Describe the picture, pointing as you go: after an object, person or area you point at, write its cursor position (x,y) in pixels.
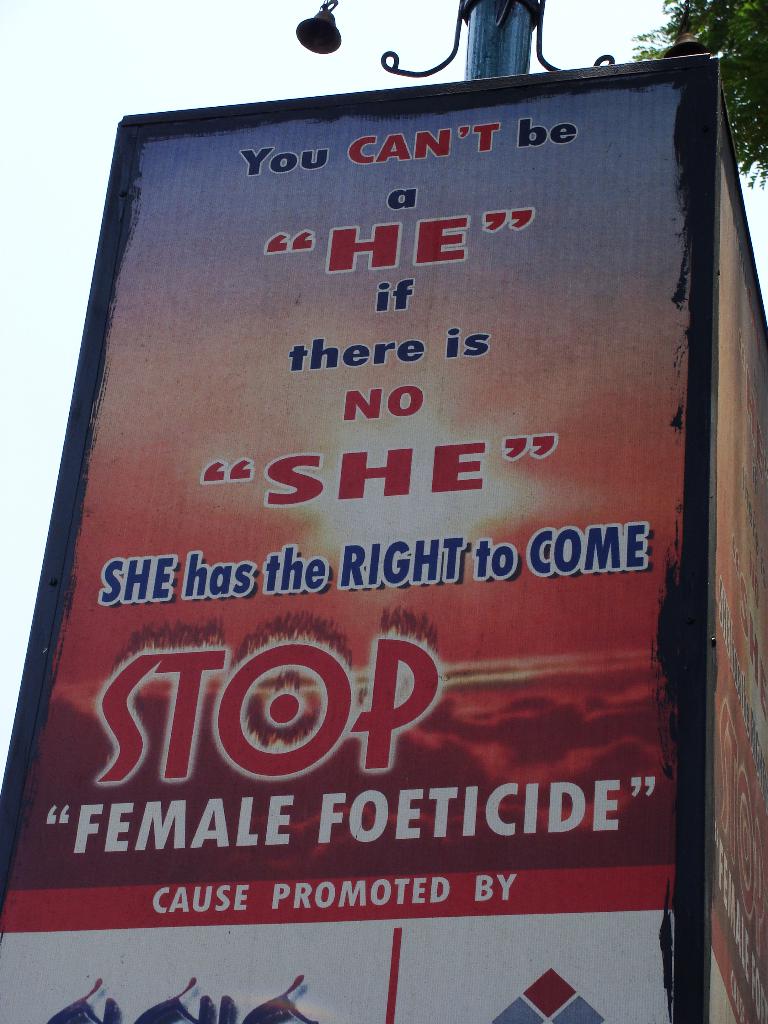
In this image in the center (494,348) there is a poster (149,505), on the poster (424,544) there is some text (434,237) and at the top (485,41) there is one pole (506,59). In the background (751,72) there is a tree (739,137).
